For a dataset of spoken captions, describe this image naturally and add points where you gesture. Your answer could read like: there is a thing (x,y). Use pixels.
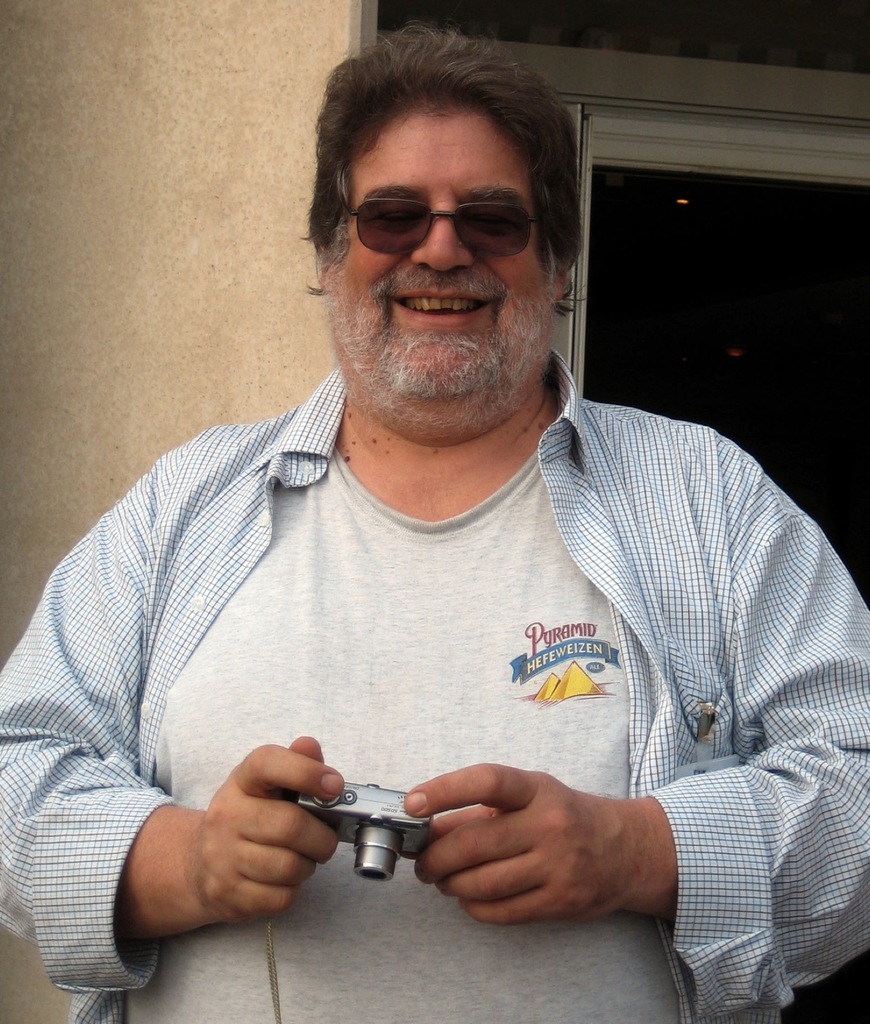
As we can see in the image there is wall (171,191), window (695,217), a man (517,95) wearing white color t shirt (456,528) and holding camera (403,824).
